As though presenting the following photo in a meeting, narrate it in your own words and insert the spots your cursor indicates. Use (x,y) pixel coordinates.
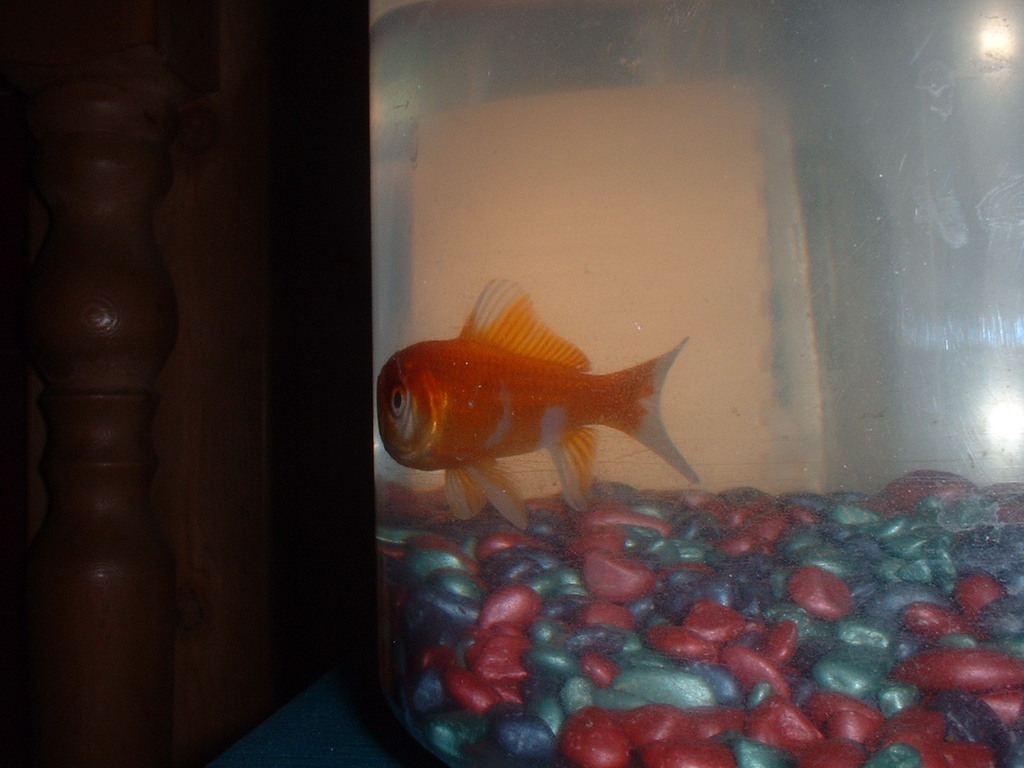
In this image we can see a fish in the water (613,357), there are some pebbles (840,517) in it, there it is dark.
